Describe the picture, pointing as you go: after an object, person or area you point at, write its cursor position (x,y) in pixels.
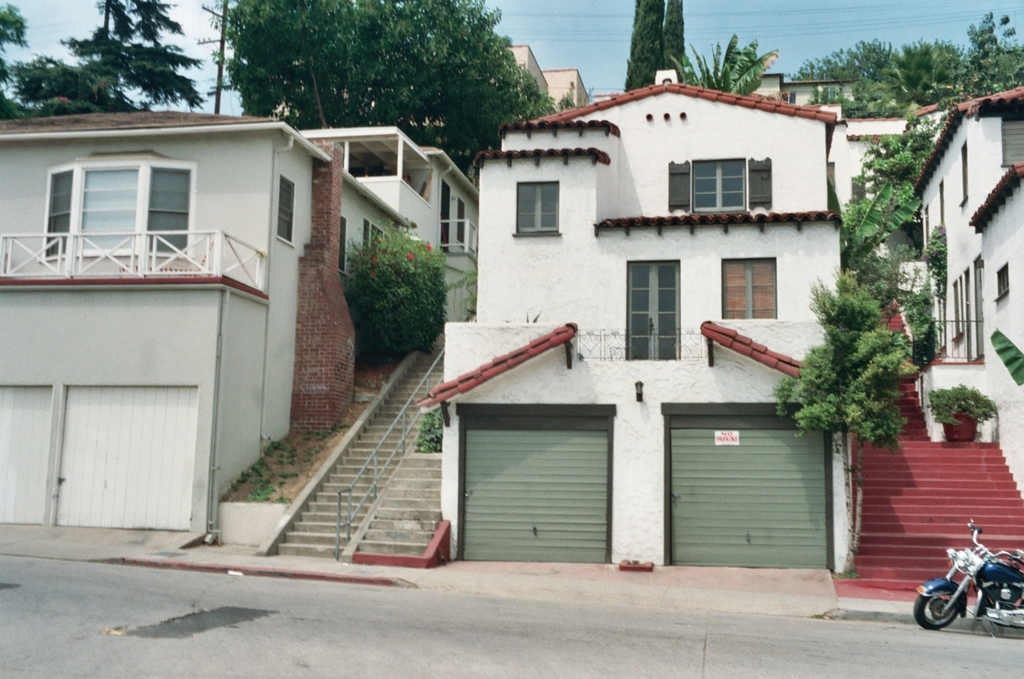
In this image we can see there are buildings (535,254) with stairs (412,392) and there are shutters (507,492). In front of the building (717,512) we can see the motorcycle (935,613) on the road (899,645). And there are trees (358,301), potted plant (956,420), pole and the sky (548,5).
